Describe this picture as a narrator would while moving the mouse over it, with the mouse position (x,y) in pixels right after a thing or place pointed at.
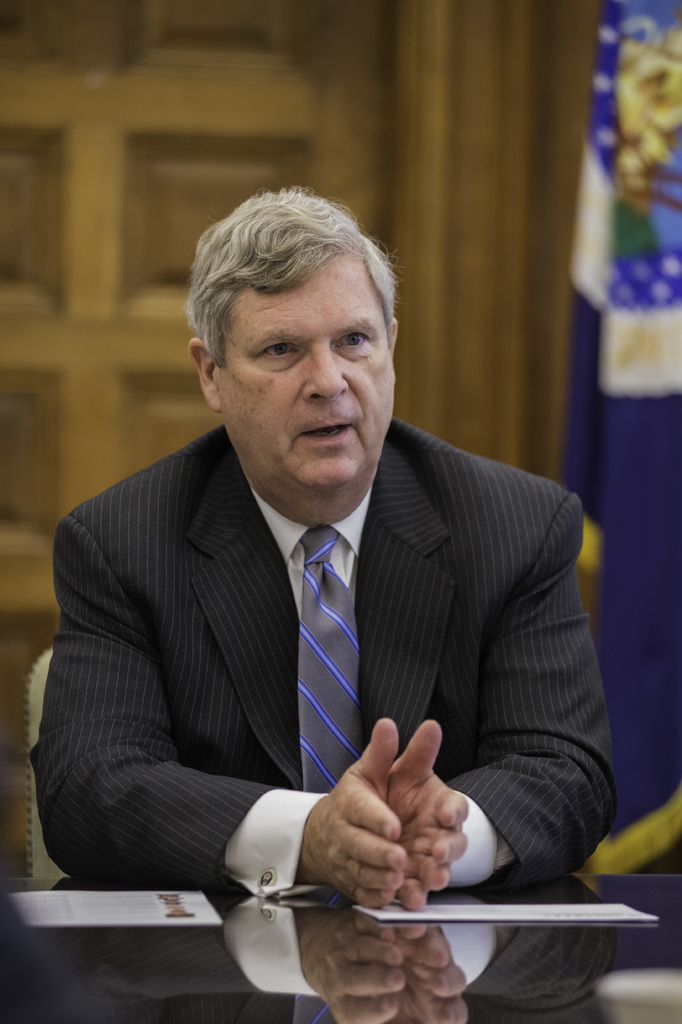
In the center of the image (349,671) we can see a man (330,643) sitting, before him there is a table (371,917) and we can see papers (129,907) placed on the table (361,969). On the right (657,848) there is a flag (661,462). In the background (209,195) there is a door (167,145).
